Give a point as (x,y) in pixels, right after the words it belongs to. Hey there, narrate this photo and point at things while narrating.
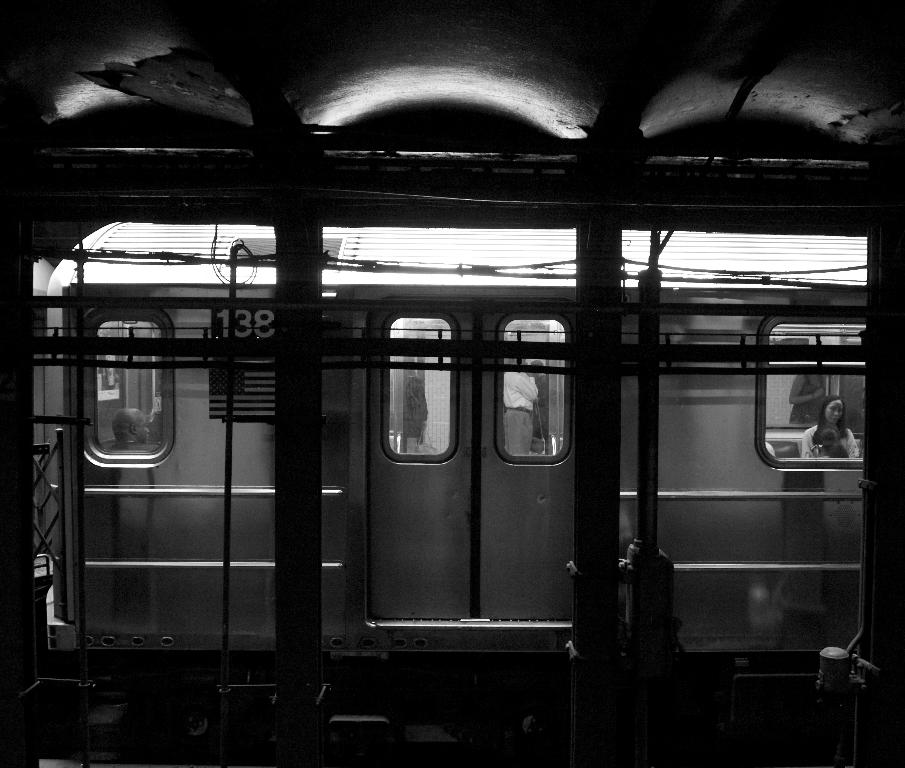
In this image there is a train (384,436) in middle of this image (379,503) and there is a platform pillars (304,559) and the roof (411,105) at top of this image (300,136).
